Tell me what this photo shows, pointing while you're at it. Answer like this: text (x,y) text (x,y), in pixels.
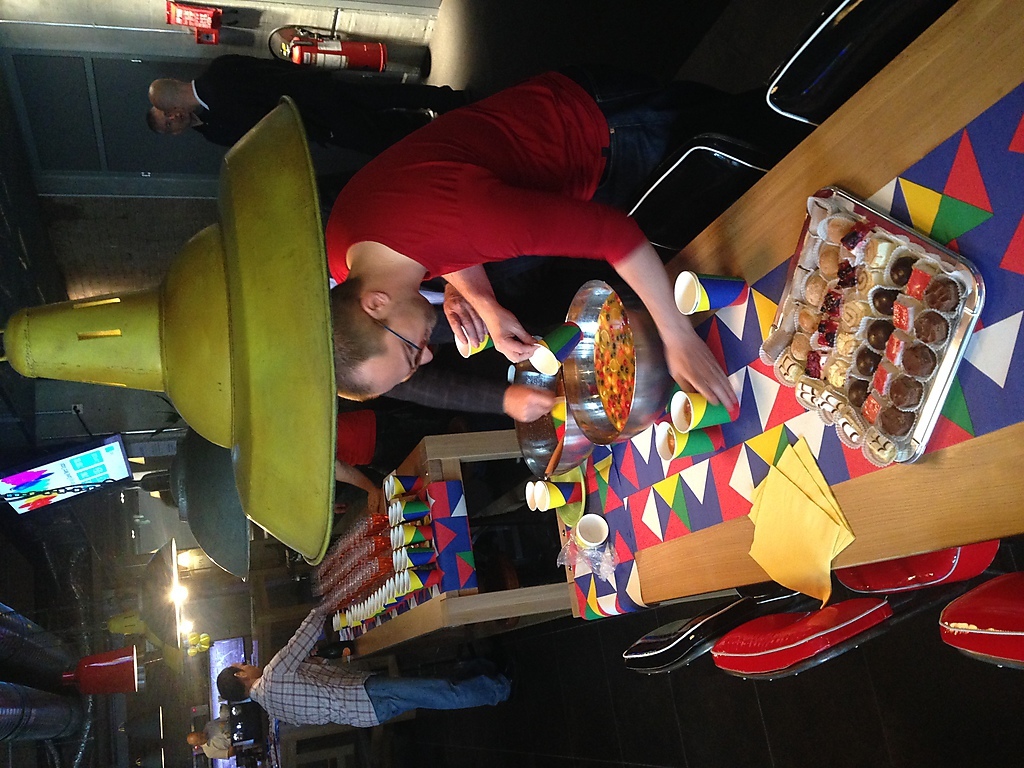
In this picture there is a man (571,141) who is wearing red t-shirt (427,197), spectacle (413,345) and jeans (680,121). He is holding a cup (535,361), beside him we can see another man (473,389) who is standing near to the table (864,486). On the table (989,288) we can see cupcakes (878,368), box (883,354), papers (782,513), glasses (548,496), bowls (575,446) and other objects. At the bottom (491,669) there is another man (342,681) who is wearing jeans (390,703) and shoe (506,681). On the bottom left corner (182,561) we can see the lights (100,666), television (78,495). At the top (237,107) there is a person (360,114) standing near to the door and wall (331,21).
